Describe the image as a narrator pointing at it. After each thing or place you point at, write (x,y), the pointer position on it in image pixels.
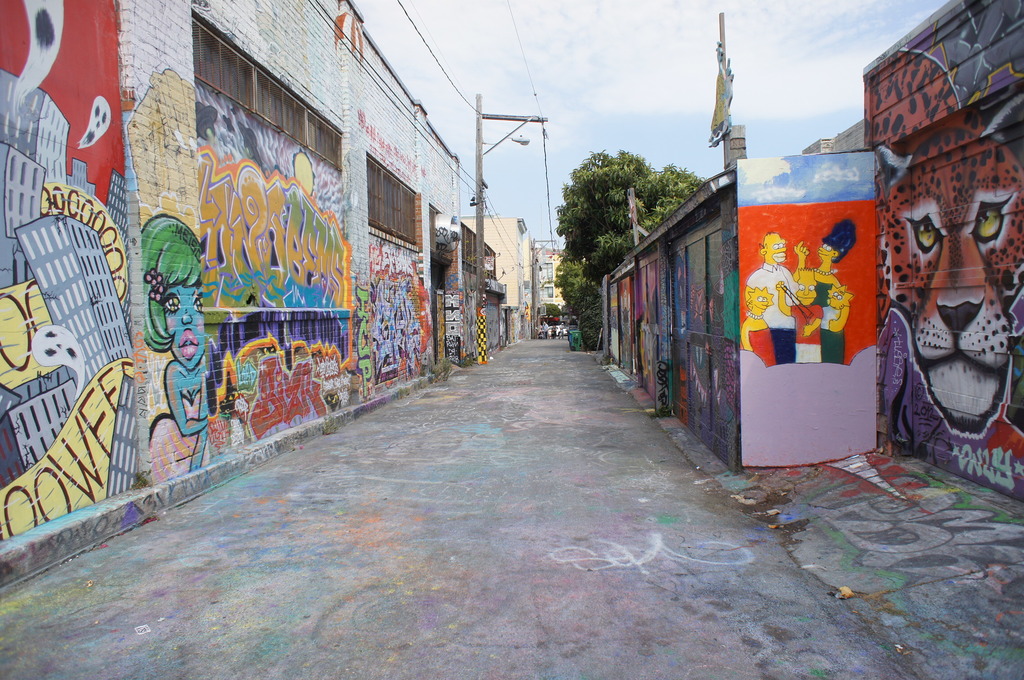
In this image, we can see some houses (468,239). We can see some poles (485,340) with wires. We can also see the ground (648,493). There are a few trees (647,197). We can see some paintings (351,349) on the walls (319,251). We can also see an object (725,91). We can see the sky (648,65) with clouds (630,64).
